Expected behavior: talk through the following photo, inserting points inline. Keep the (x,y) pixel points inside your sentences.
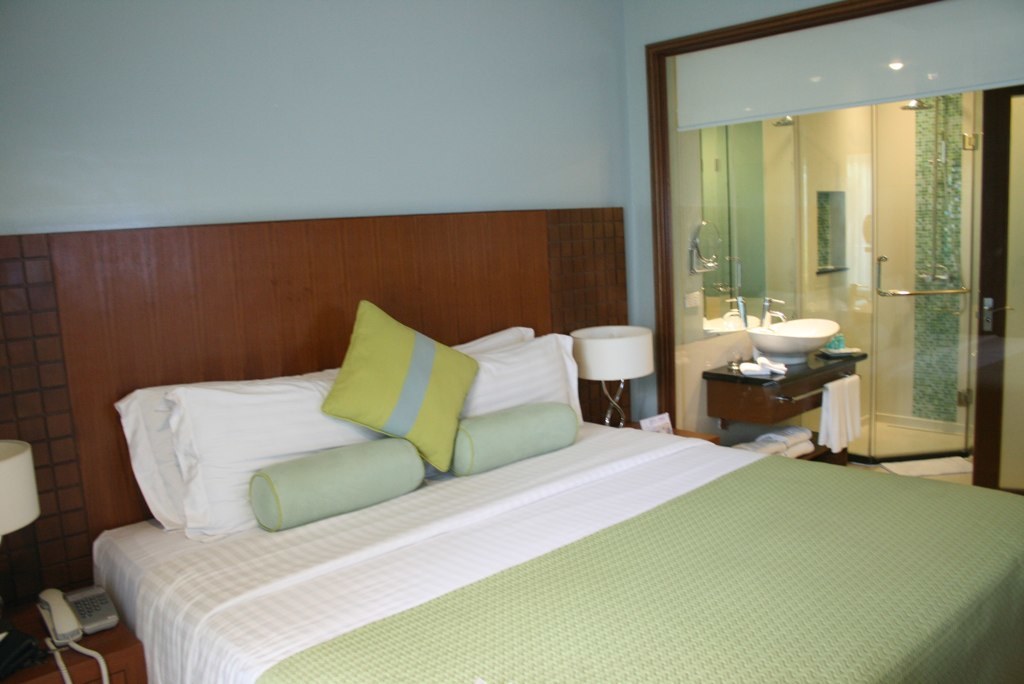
This is the picture taken in a room (447,387), this is a bed (454,512) covered with a white cloth (431,544) on the bed (439,546) there are pillows (319,413), bed sheet (456,522). To the right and left side of the bed (582,479) there are lamps (12,484) and telephone (100,611). Beside the bed (422,557) there is a bathroom (812,308). In the bathroom (814,292) there is a sink (788,334) with tap (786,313), towels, glass door (910,315) and a wall (841,326).
